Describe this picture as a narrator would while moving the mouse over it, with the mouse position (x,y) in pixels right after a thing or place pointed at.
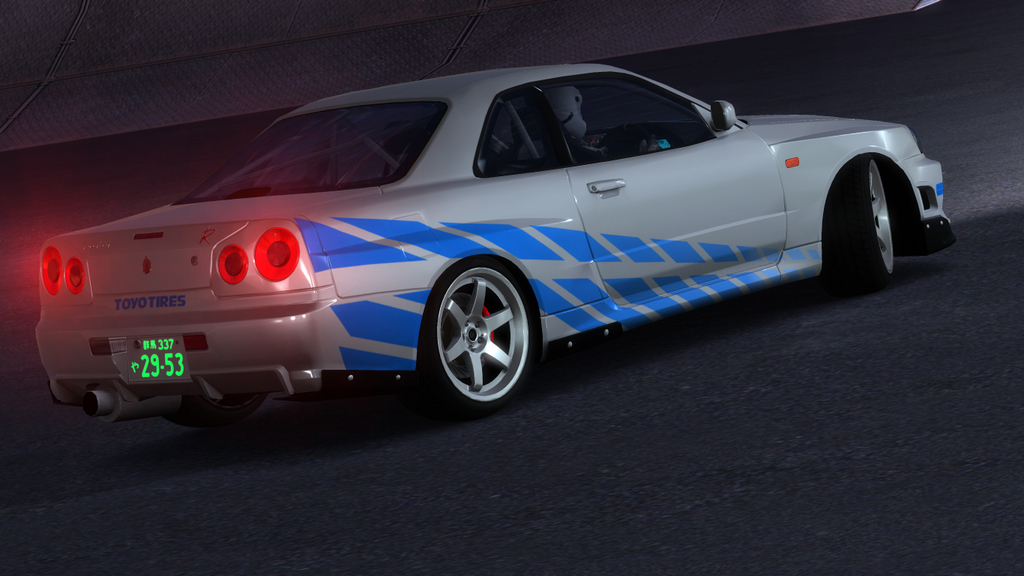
In this image I can see there is a car (500,277) on the road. And there is a person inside the car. And at the side there is a wall (193,81).
